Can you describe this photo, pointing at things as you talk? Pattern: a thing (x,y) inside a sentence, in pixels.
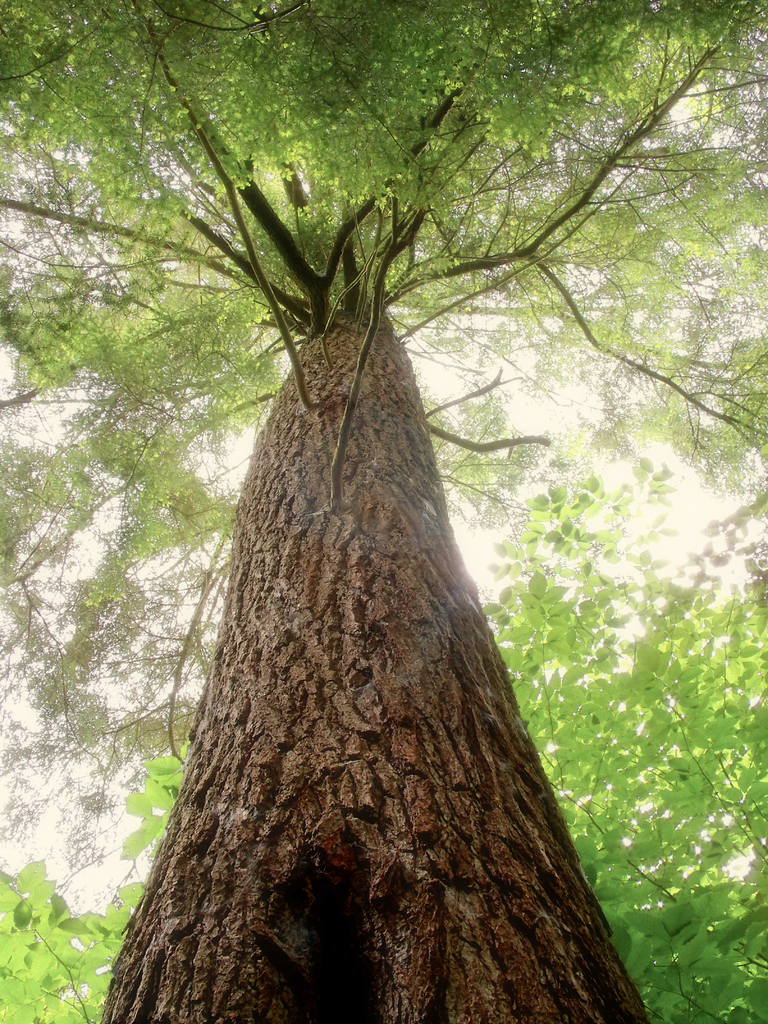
In this picture I can see the trees (340,576). On the left (165,784) I can see many leaves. In the back (439,357) I can see the sky (524,347).
